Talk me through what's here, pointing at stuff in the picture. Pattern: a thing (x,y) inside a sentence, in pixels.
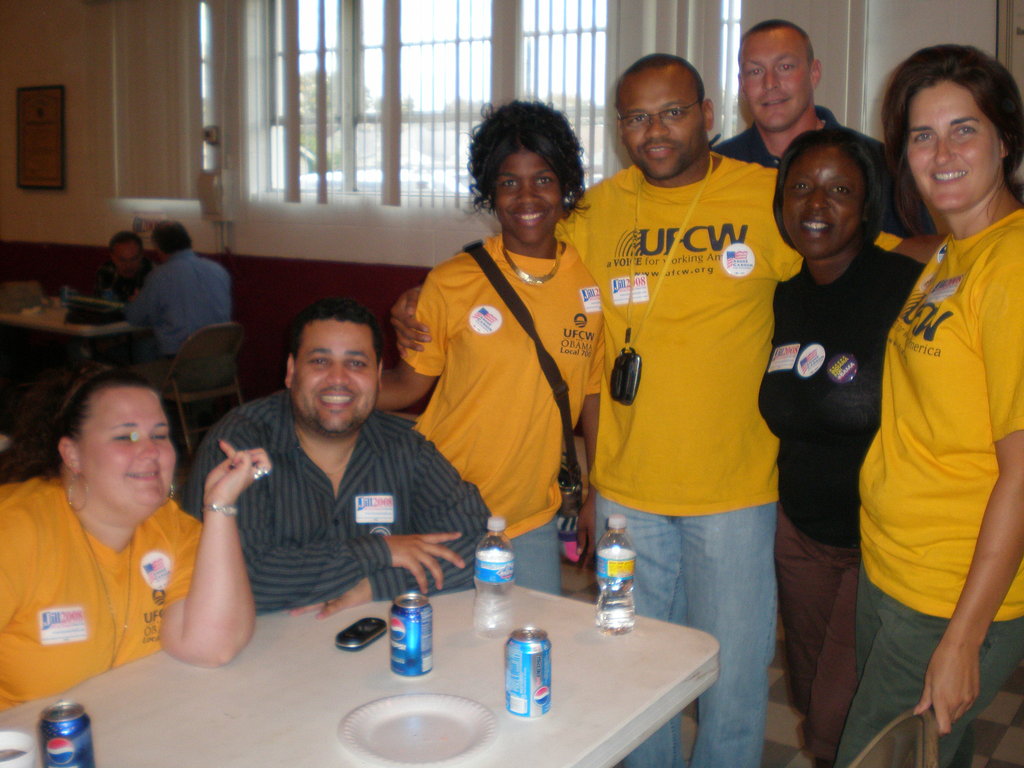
In the image there are few people (653,393) standing on the right side (806,423) and a man (317,494) and woman (79,550) sitting in front of table (504,637) with soft drink tins (531,646) and water bottles (491,633), plate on it, most of them are wearing yellow t-shirts (909,311), in the back (350,71) there is window (405,75) with curtains (386,24) over it, with two men (173,317) sitting around table (50,314), this seems to be clicked inside a restaurant (67,4).
